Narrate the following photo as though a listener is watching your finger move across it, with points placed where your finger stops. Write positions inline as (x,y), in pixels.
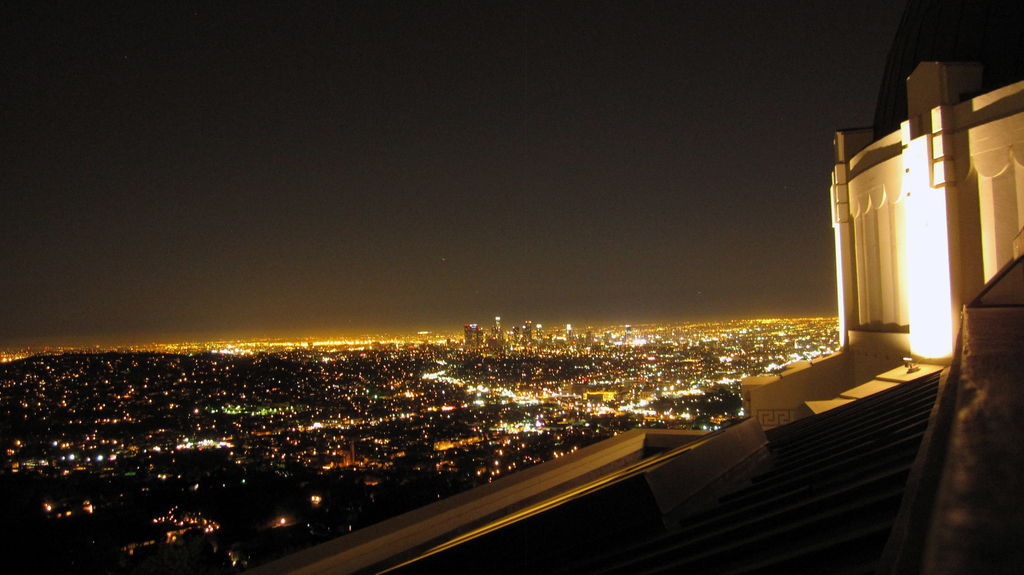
In the foreground (561,507) I can see buildings (756,411), houses (251,390) and lights (612,394). At the top (328,104) I can see the sky (353,216). This image is taken during night.
